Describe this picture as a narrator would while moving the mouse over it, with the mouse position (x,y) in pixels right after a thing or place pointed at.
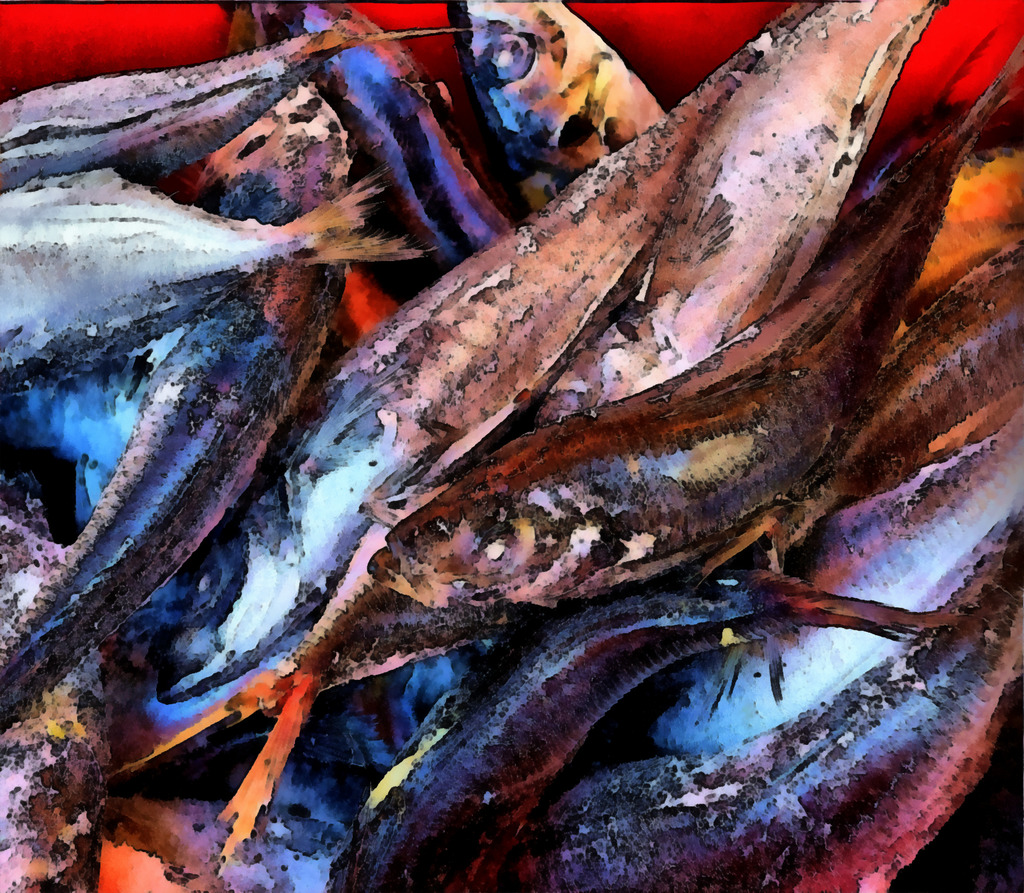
In this picture we can see a group of fish (439,453).
